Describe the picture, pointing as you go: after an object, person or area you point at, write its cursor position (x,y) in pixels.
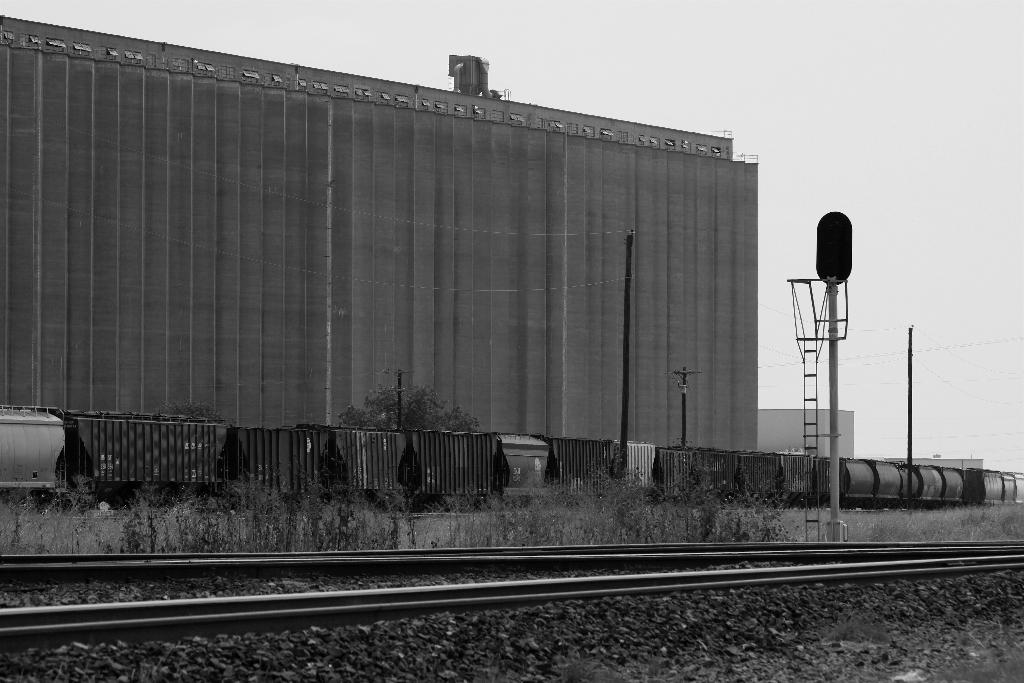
In this image in front (705,564) there is a railway track (590,591). There is a board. There are poles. In the center of the image (612,449) there is a train (962,494). There is grass (428,525). In the background of the image (993,411) there are buildings (587,401) and sky (874,54).
